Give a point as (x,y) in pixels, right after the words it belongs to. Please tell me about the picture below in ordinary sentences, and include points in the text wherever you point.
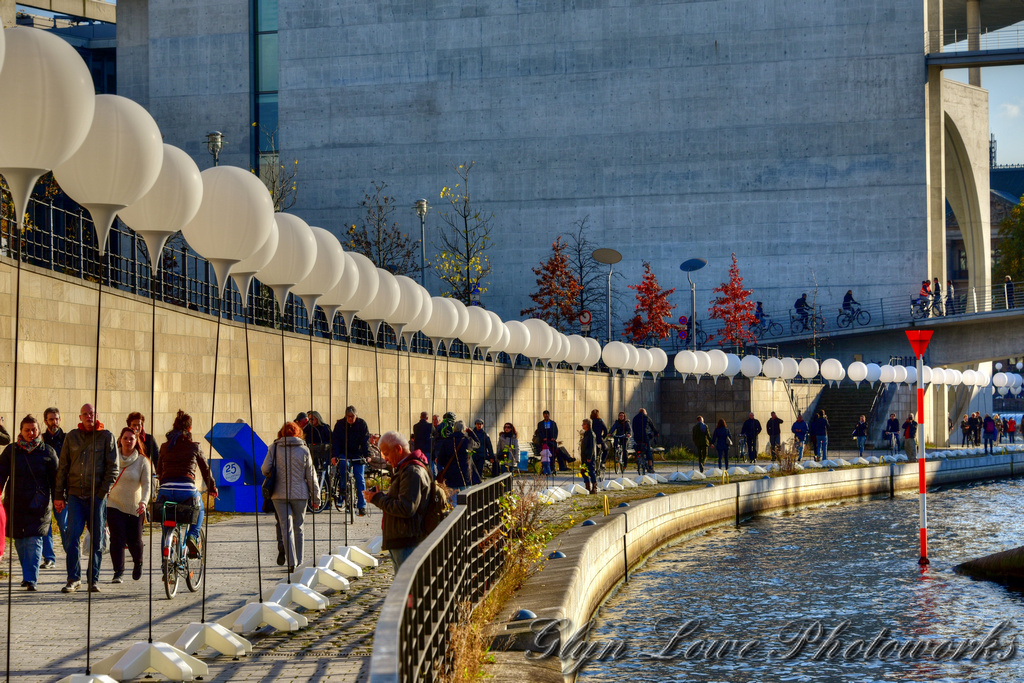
In this image I can see the water (844,604), a pole (921,501) which is orange and white in color, the railing (405,594), few trees (469,267) which are green and orange in color, few poles (694,289) and lights (224,180) to the top of them, few persons (318,440) standing and few persons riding bicycles (323,482), a blue colored object (251,474) on the ground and in the background (464,249) I can see a building (644,98), few trees (1023,253) and the sky (1013,108).
